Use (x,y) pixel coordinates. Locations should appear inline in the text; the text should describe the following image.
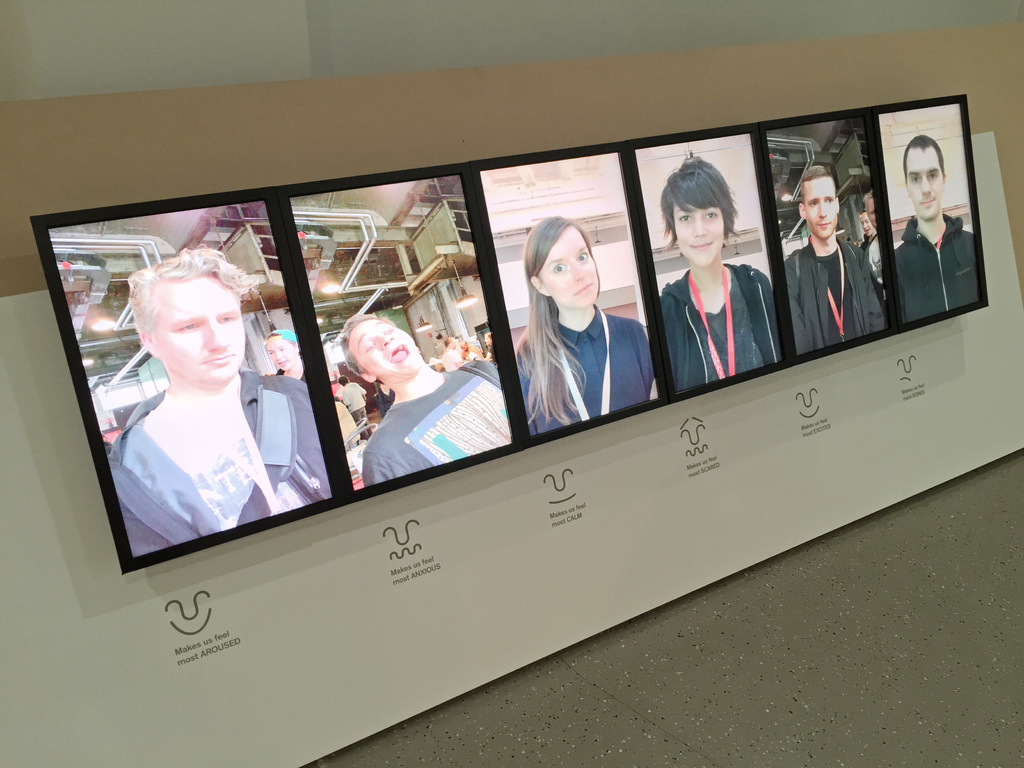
In this image there are photo frames (497,419) attached to the banner (441,584). In the background of the image (331,73) there is a wall (323,5). At the bottom of the image (771,674) there is a floor (804,669).
